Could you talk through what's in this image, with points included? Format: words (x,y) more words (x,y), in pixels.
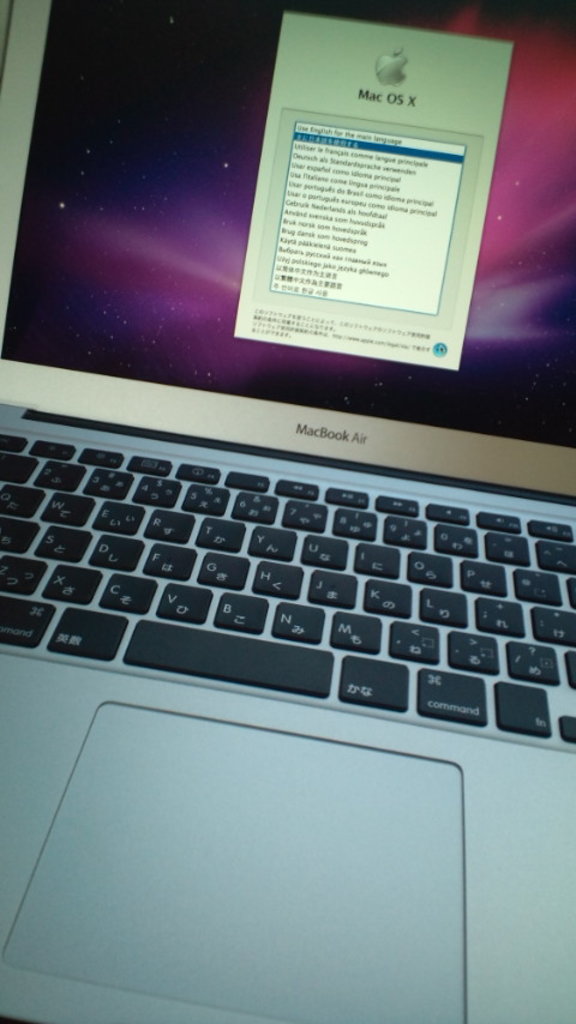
In this image I can see the laptop (291,521) and I can see something on the screen (388,159).
